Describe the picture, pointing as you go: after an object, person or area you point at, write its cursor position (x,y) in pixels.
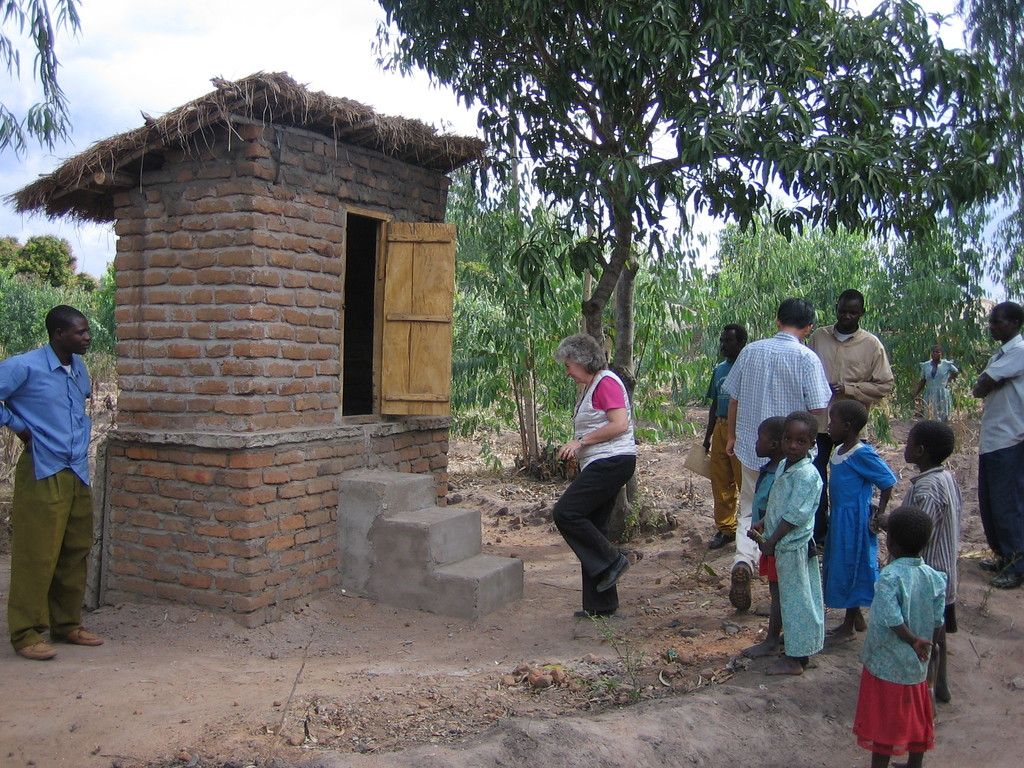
In the foreground of the image (940,680) we can see mud (711,710) and some kids (925,701). In the middle of the image (420,300) we can see a bricks room (270,264), wooden door (417,411), a lady (619,406) and some persons (724,416) are there. On the top of the image (679,120) we can see trees (877,168) and the sky (165,42).
